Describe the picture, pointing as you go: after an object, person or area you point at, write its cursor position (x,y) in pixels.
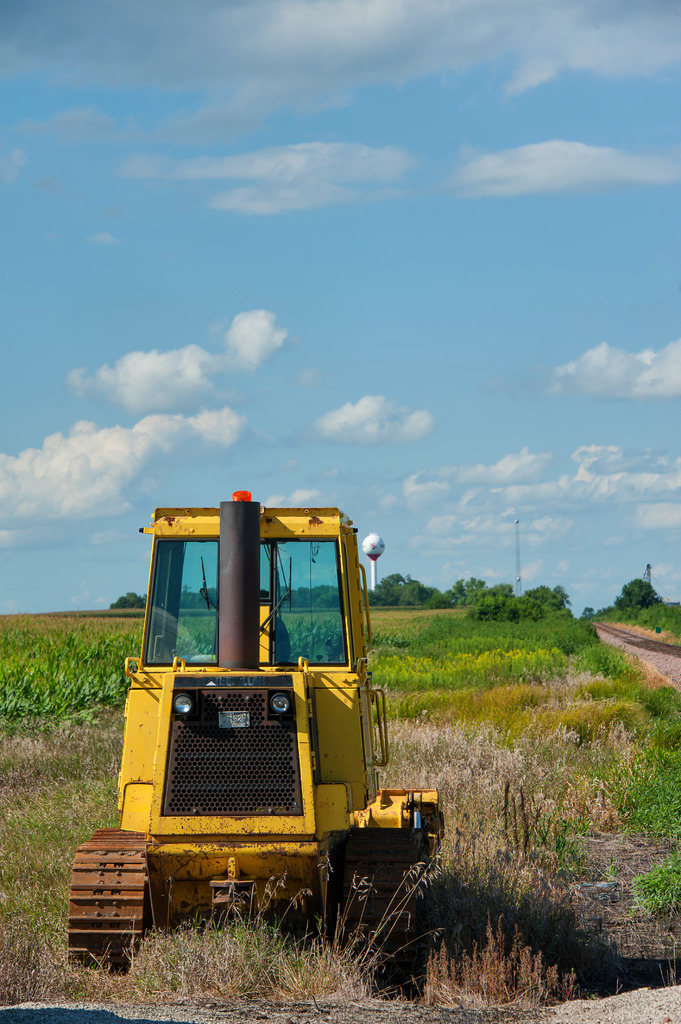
In this picture there is a vehicle (373,723). At the back (553,629) there are trees (547,589) and plants (57,690) and poles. At the top (346,219) there is sky (420,173) and there are clouds (73,505). At the bottom (481,933) there is grass (514,918) and there is ground (663,962).
